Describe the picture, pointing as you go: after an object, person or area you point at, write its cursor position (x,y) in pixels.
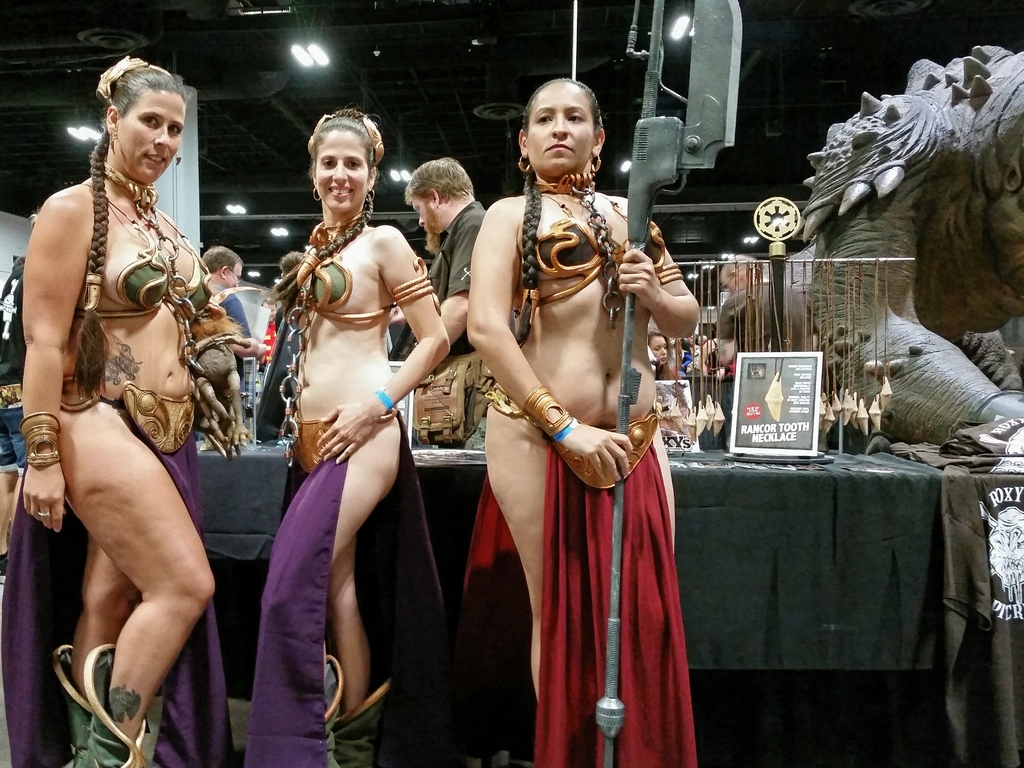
In this picture I can see three persons (598,348) standing, there is a person (625,244) holding an object (652,174), there is a sculpture (973,89) of an animal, there is a board (739,435), there are group of people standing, there are lights (678,22), tables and some other objects (193,97).
